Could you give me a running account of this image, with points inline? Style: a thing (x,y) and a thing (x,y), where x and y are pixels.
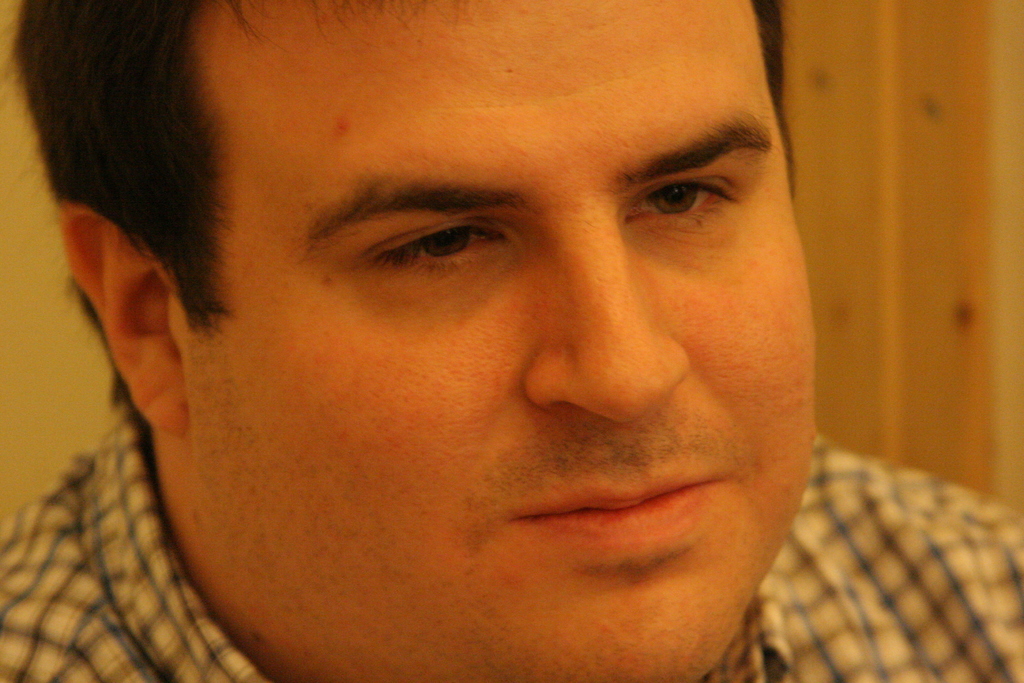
In this image we can see a man (328,402). In the background (38,299) there is a wall (39,364).
